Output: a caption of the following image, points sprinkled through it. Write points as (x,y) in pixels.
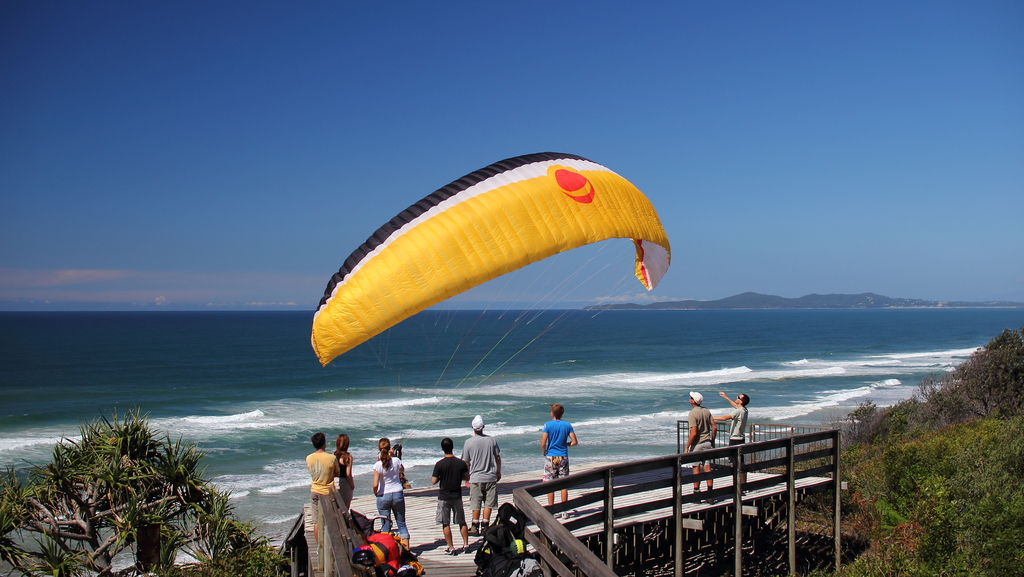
In this image we can see a yellow color parachute (475,277). Bottom right (913,463) and left of the image (96,542) trees (97,542) are present. In the middle of the image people (392,500) are standing and background of the image (706,328) ocean (742,334) is there. The sky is in blue color.
